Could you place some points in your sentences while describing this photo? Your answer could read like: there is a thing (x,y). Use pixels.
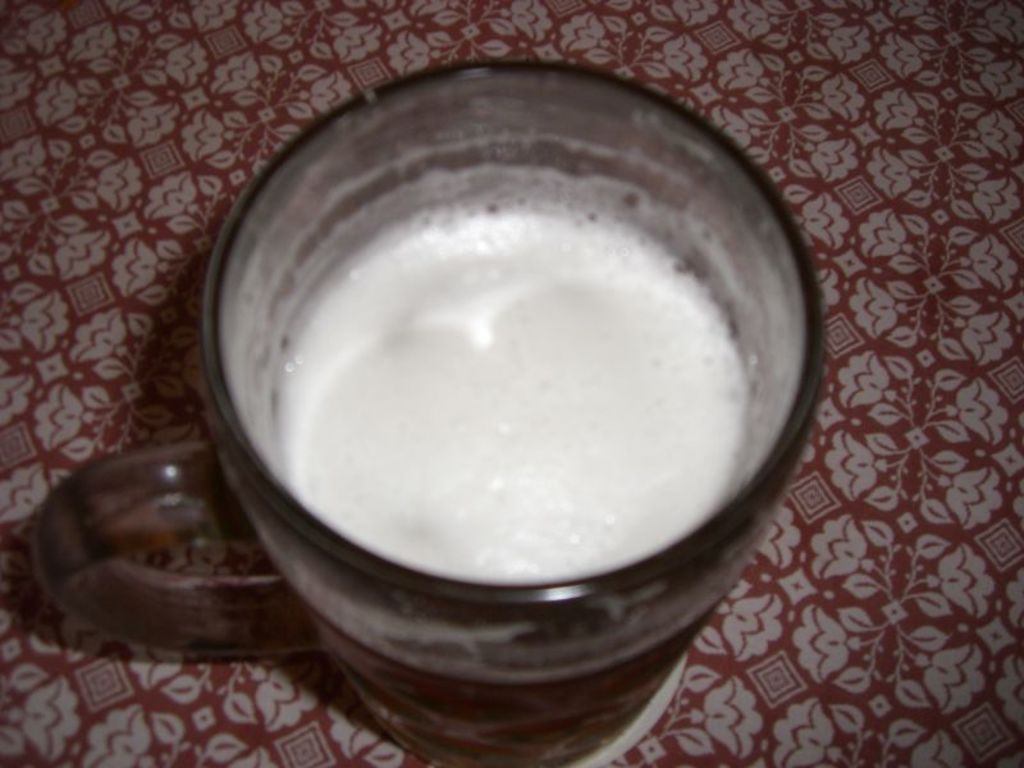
In this image, we can see a cup (496,613) with liquid (557,365) is placed on the surface (993,393). Here we can see a flowers print (810,612) on the surface (892,683).
